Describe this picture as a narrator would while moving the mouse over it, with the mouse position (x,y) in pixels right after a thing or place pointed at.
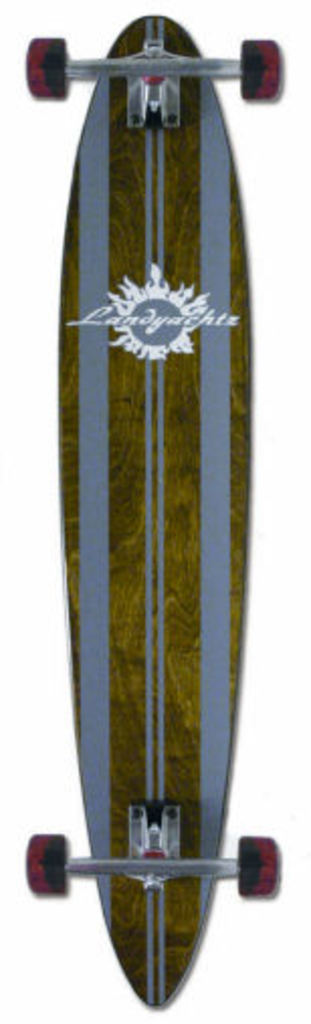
In this picture we can see a skateboard (119,391) and on the skateboard (133,341) it is written something. Behind the skateboard (131,757) there is a white background (23,970).
